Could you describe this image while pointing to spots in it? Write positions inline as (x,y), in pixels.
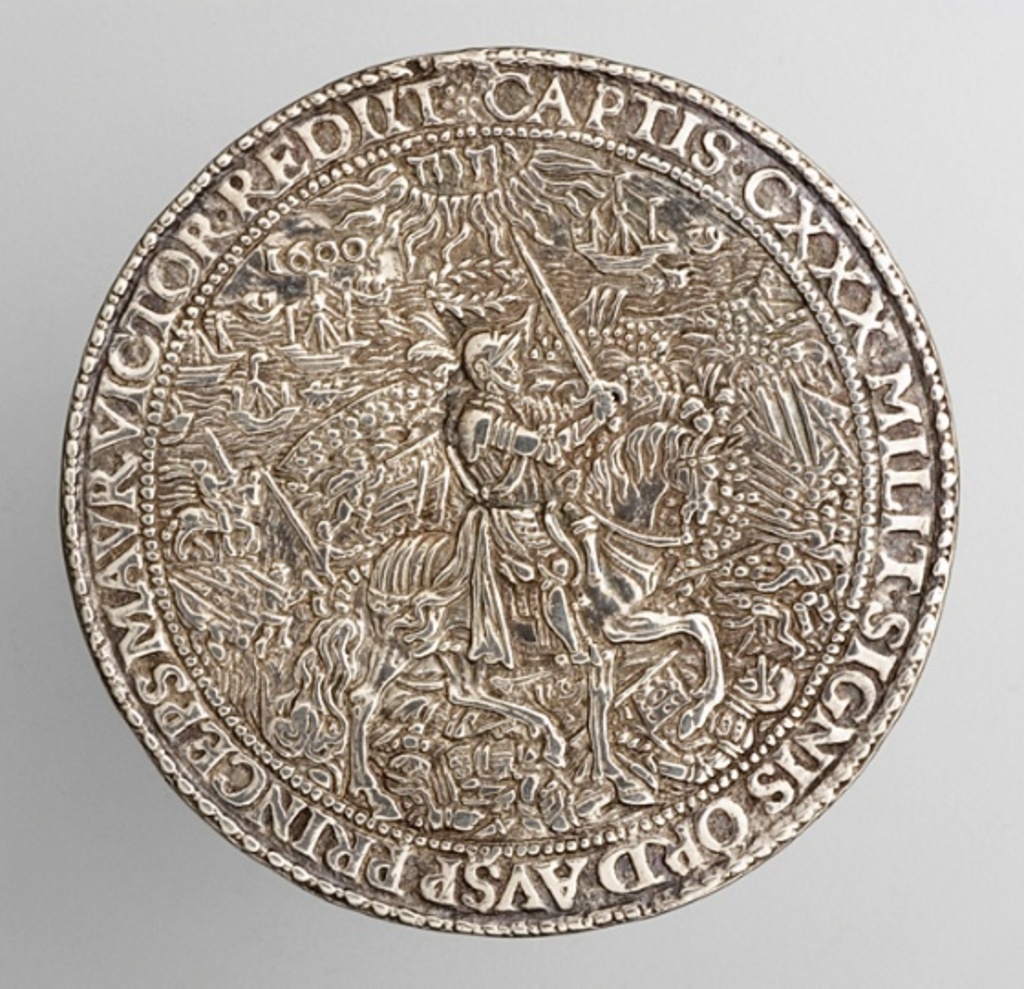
In this image there is a warrior (505,356) on a horse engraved on a coin (383,490).
